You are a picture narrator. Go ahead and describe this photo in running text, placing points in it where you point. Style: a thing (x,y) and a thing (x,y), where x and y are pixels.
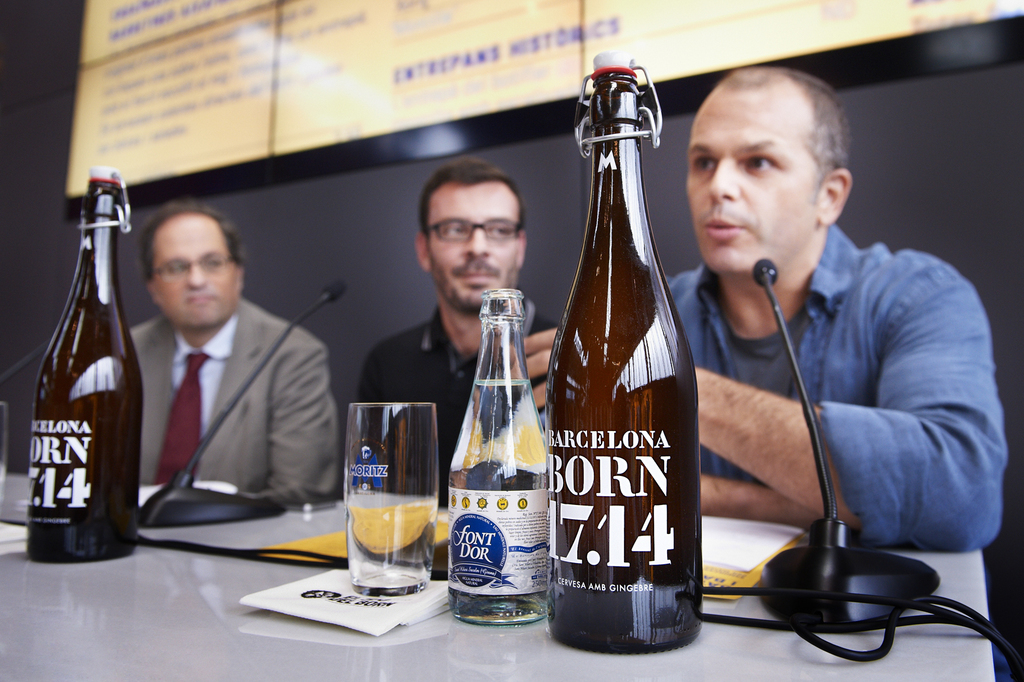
on a white table (666,664) there is brown glass bottle (635,498), transparent glass bottle (506,483), a glass (399,469), microphone (790,564) and papers (756,551). 3 people (738,504) are sitting on the chairs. the person (190,370) at the left (183,406) is wearing suit (163,442). the person (439,388) in the center (433,390) is wearing black shirt (433,373). the person (707,297) at the right (875,304) is wearing a blue shirt (834,287) and speaking. behind them there is a yellow board (355,102).
